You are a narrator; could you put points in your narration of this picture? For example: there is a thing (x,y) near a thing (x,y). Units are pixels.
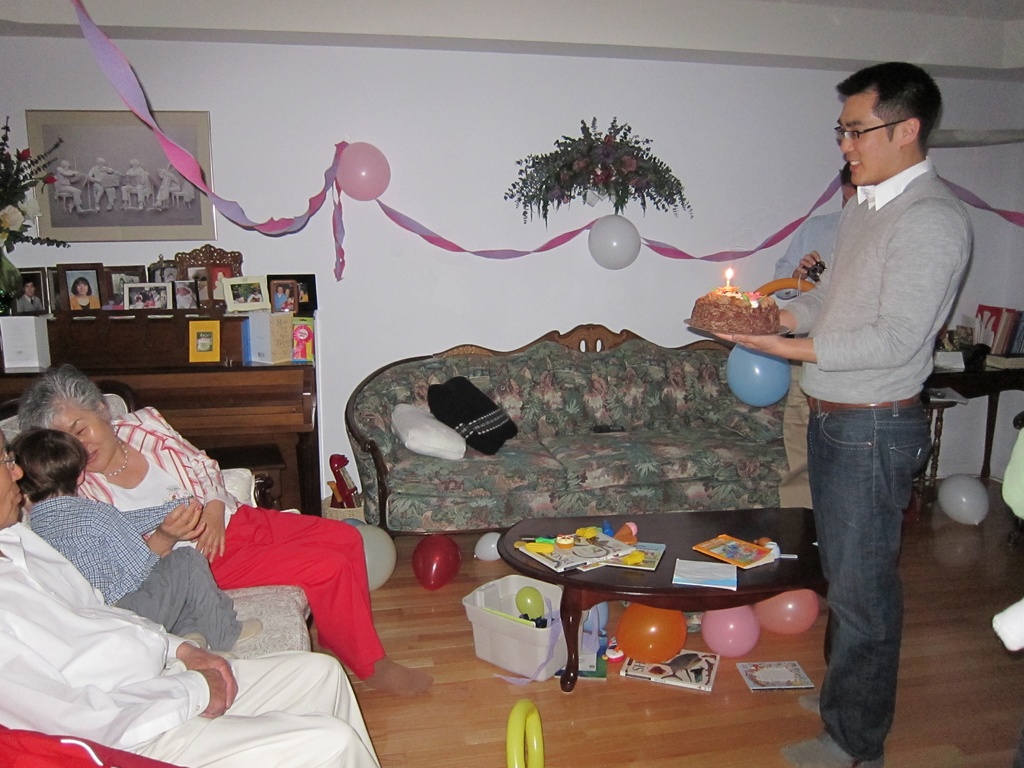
In this picture we can see man (888,87) holding cake (726,330) in his hand (787,352) and standing and in front of him one man (100,651), woman (121,452) and boy (125,522) sitting on sofa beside to them we have other sofa (641,448) and table (543,527) and on table (729,532) we can see toys (560,547), books (628,553), papers (688,574) under table (694,609) we have balloons (602,628), basket (482,615) and in background (183,122) we can see wall (336,134) with balloons (358,160), flowers (544,160), frame (188,186).
